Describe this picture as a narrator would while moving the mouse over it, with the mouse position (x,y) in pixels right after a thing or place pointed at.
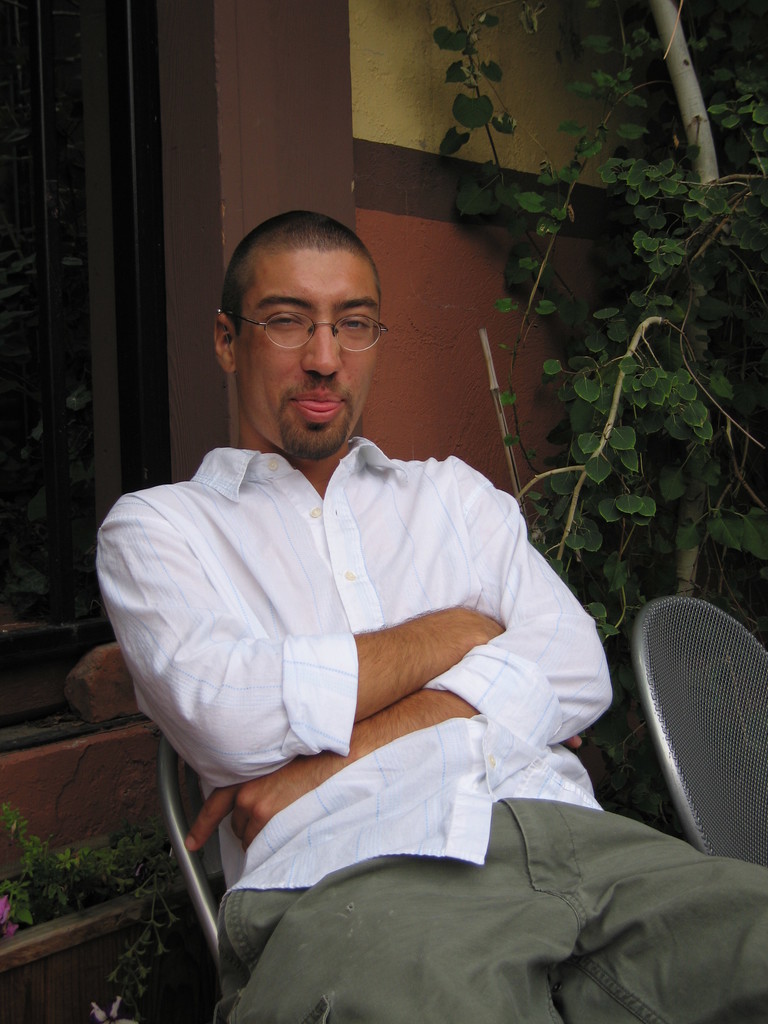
In this image there is a person (383,531) wearing white shirt (435,561) is sitting on the chair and he is wearing spectacles (345,348). Beside him there is a chair (728,754). Behind him there are few plants (564,372). Left side (21,201) there is a window (148,354) to the wall (478,330).
